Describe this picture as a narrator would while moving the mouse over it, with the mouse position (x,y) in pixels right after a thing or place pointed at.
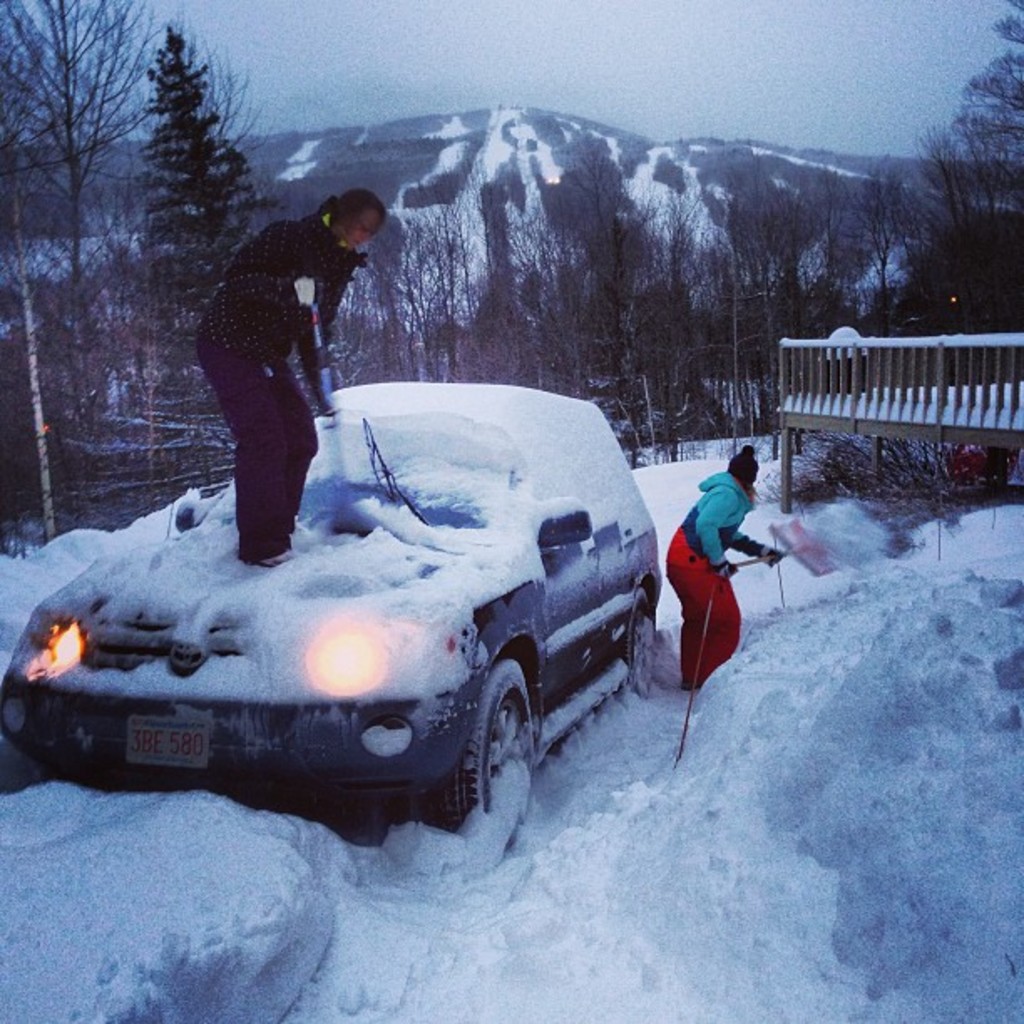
In this picture I can observe car (60,598) in the middle of the picture (541,457). I can observe snow (567,839) on the ground (784,635). There are two members (283,229) in this picture. In the background (487,135) I can observe trees (208,151), hills (412,155) and sky (520,71).
